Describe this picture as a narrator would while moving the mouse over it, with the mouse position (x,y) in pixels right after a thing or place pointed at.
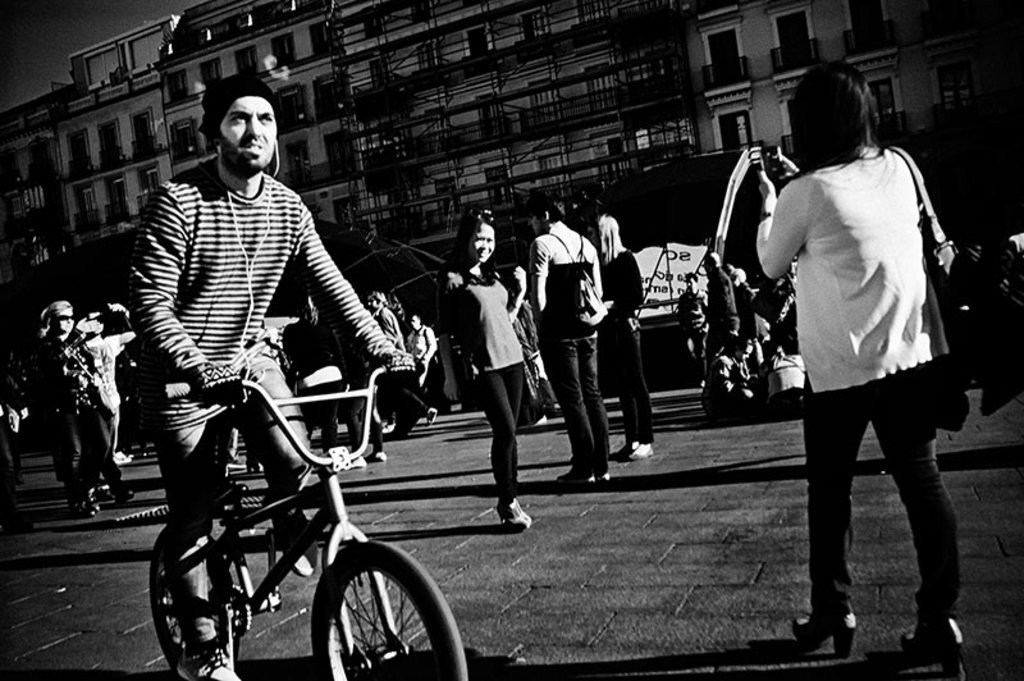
As we can see in the image, there are buildings (539,44) and few people (573,235) standing on road (890,555). In the front (232,367) there is a man (221,476) riding bicycle (277,515) and on the right side (903,348) there is a woman (869,172) holding camera camera (771,171) in her hand (791,170).
